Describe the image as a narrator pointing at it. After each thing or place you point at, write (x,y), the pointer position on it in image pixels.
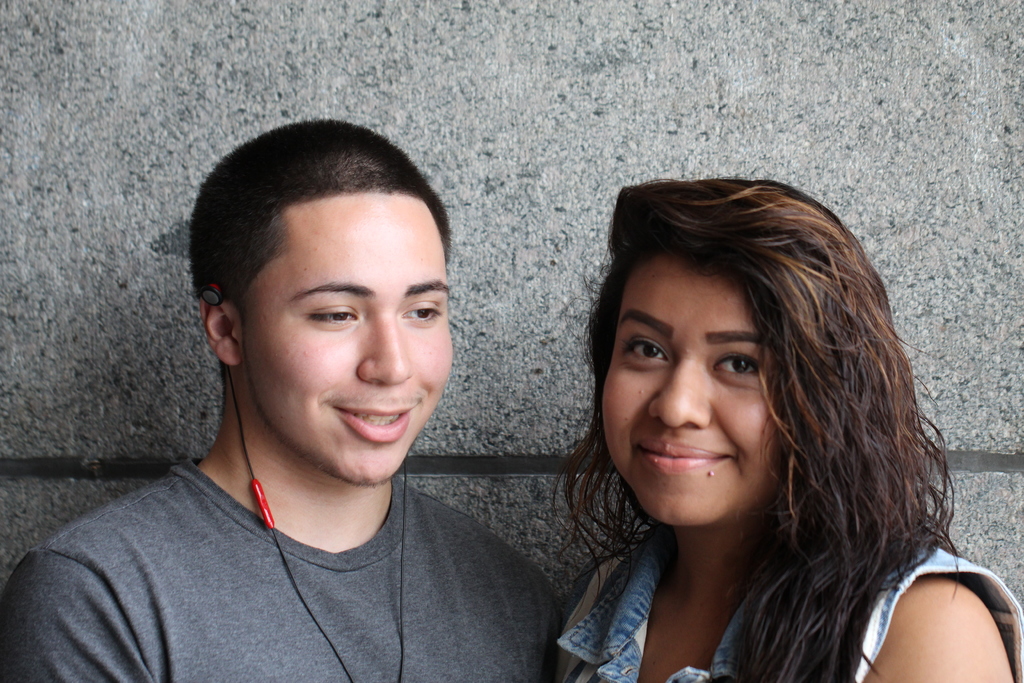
In this image we can see a man (422,601) and a woman (675,555). They are smiling. In the background (281,89) there is a wall (588,103).
